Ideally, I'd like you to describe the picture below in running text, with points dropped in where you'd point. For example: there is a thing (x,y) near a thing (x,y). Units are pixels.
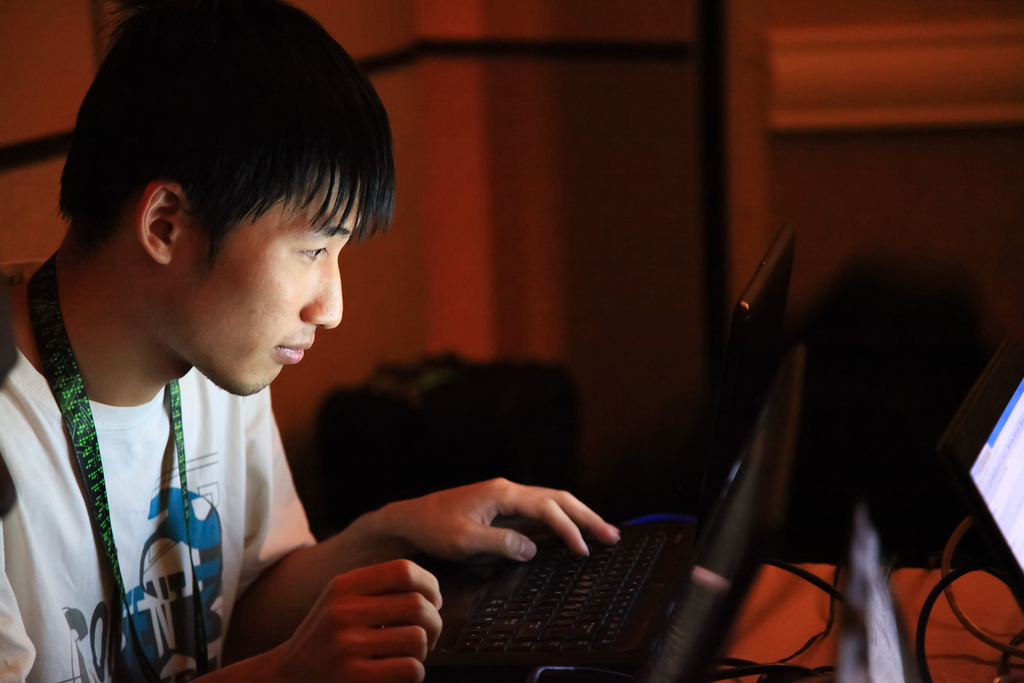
In this image we can see a person (612,527) operating laptop (533,602) and he wore a green color tag (116,582) and white color shirt (64,475).
